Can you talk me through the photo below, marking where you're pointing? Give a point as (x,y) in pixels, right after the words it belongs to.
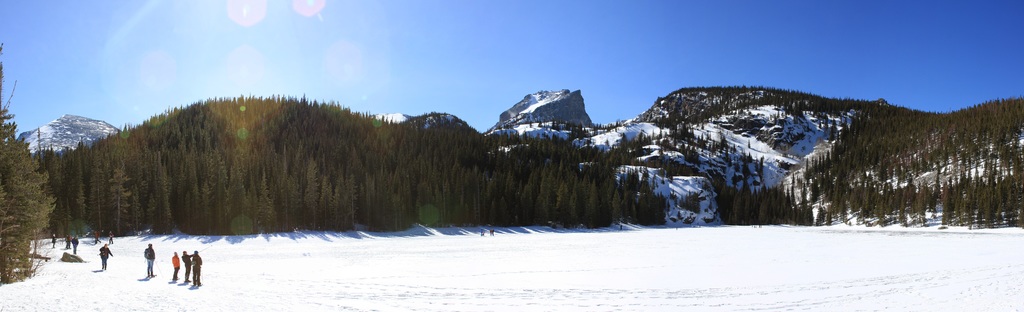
In this image we can see some snow (157,284), group of persons (104,259) wearing sweaters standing and in the background of the image (298,196) there are some alpine trees (324,199), some mountains (764,165) and clear sky (281,55).
